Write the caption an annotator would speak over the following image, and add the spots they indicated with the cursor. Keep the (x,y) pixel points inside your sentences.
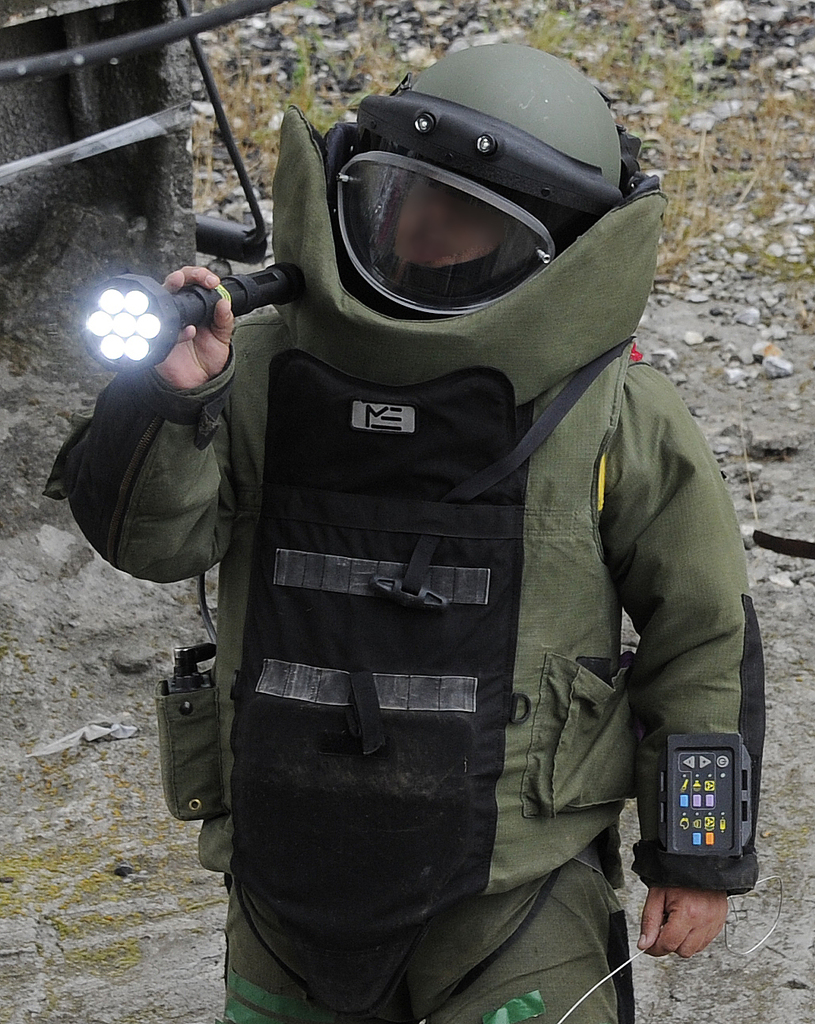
In the background (746,94) we can see the ground (746,94), stones (762,306), grass (755,149) and few objects (49,4). In this picture we can see a person (535,83) wearing a helmet (572,77), holding a torch light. We can see an object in the pocket (163,740). We can see a device (743,812).
